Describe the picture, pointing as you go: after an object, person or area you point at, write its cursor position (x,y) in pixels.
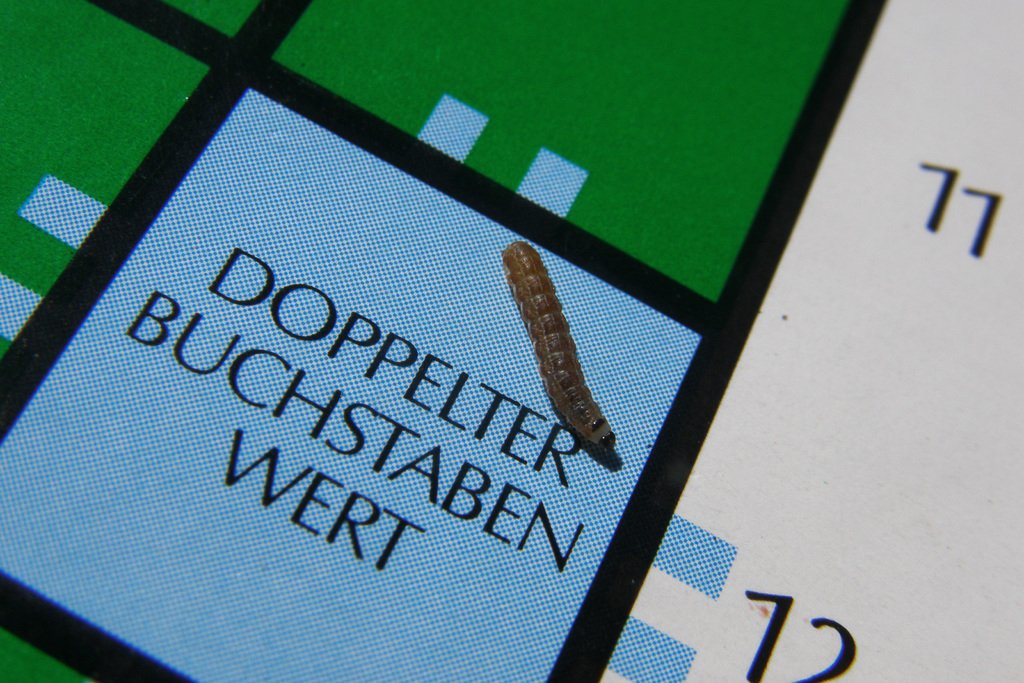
In the image there is an insect (507,255) on a printed surface (450,176).
